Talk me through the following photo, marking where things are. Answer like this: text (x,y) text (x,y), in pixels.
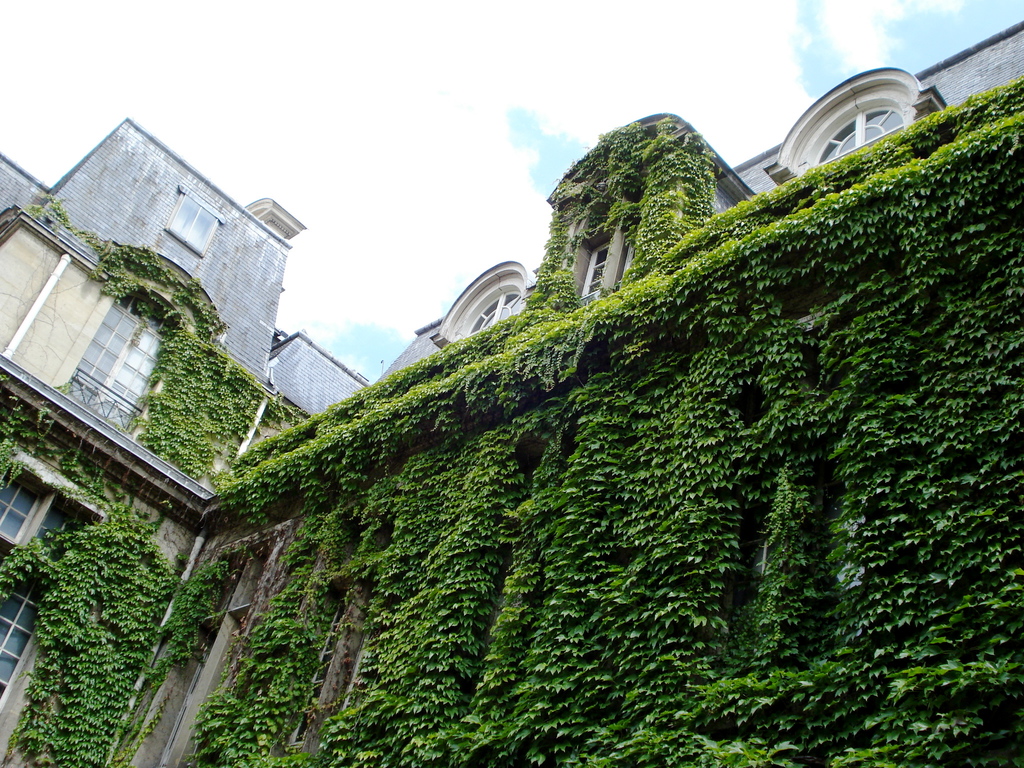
In this image, we can see climbing plants (603,333) on the building (108,226). There are clouds (541,71) in the sky (553,71).
